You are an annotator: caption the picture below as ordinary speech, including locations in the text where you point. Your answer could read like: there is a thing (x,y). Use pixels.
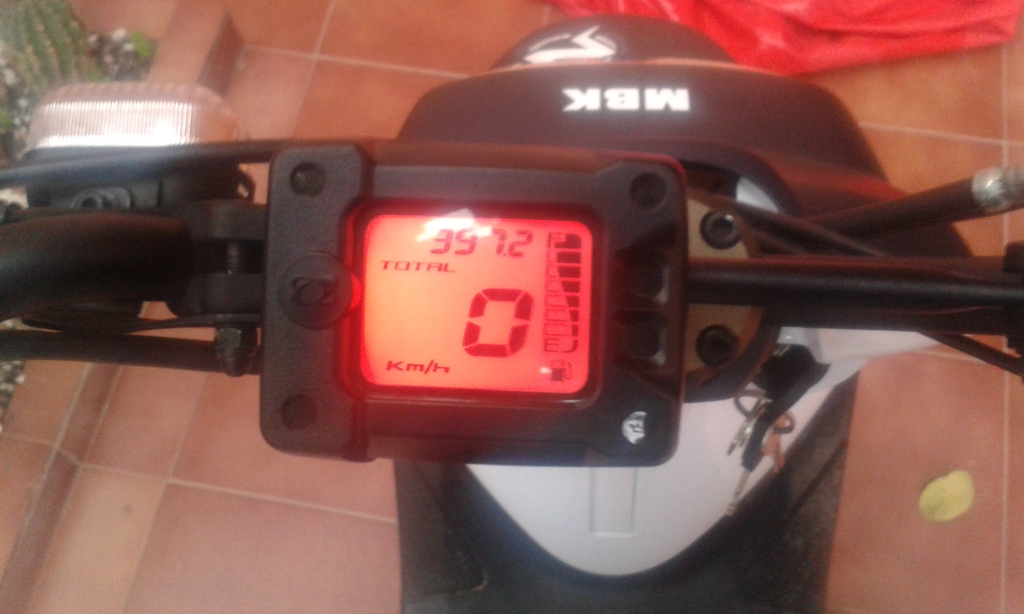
In the picture I can see a speedometer (434,292) of a bike (489,247) and there is an indicator (131,145) in the left corner (156,113) and there are keys (752,448) in the right corner (750,461).
